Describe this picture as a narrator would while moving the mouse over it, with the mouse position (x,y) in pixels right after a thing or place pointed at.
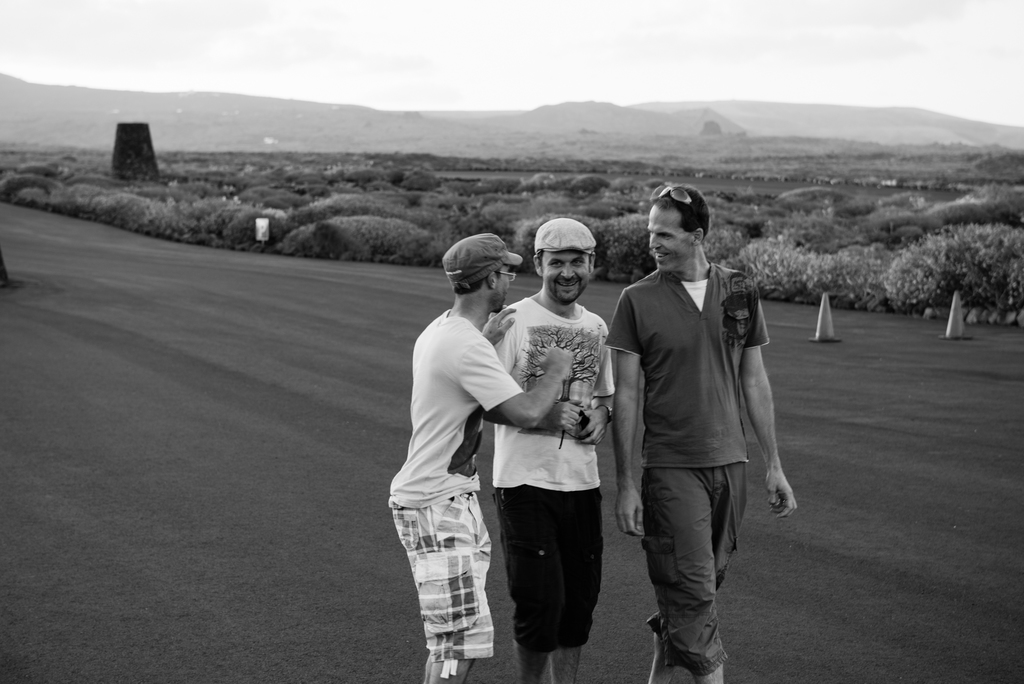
In the middle of the image (460,252) three persons (475,242) are walking and smiling. Behind them there are some trees (405,250) and hills (39,115). At the top of the image (843,90) there is the sky (515,95).
